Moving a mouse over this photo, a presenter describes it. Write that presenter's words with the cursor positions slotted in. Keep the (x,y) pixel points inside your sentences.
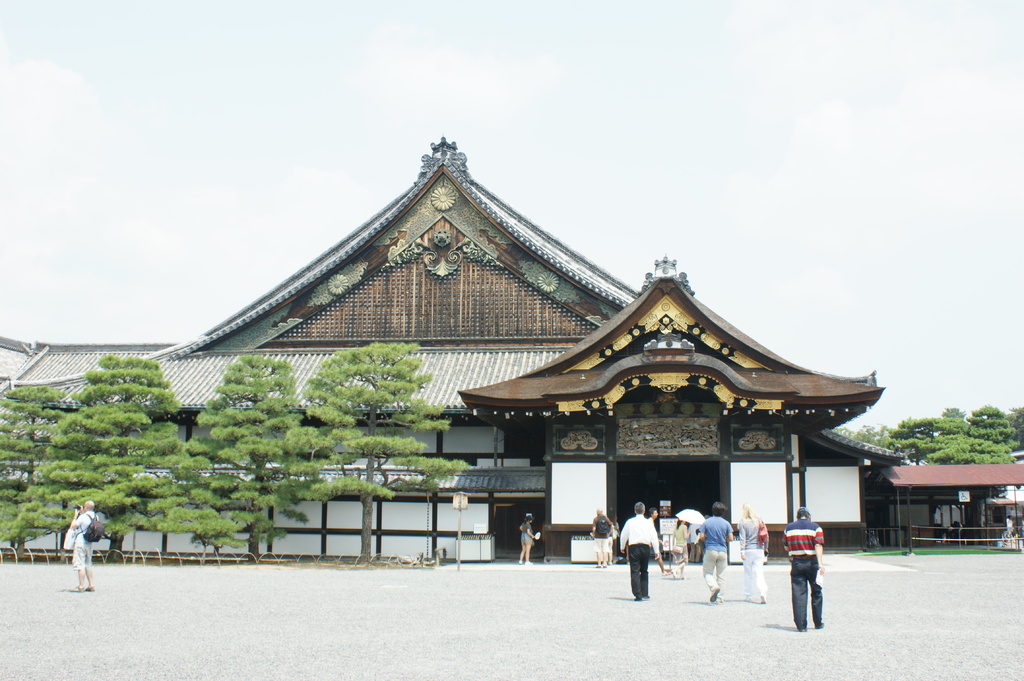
In this picture there are people (85,533) and we can see ground (385,630), boards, pole (458,552), shed (1016,466), house (413,531), grass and trees (403,398). In the background of the image (935,165) we can see the sky (875,171).
